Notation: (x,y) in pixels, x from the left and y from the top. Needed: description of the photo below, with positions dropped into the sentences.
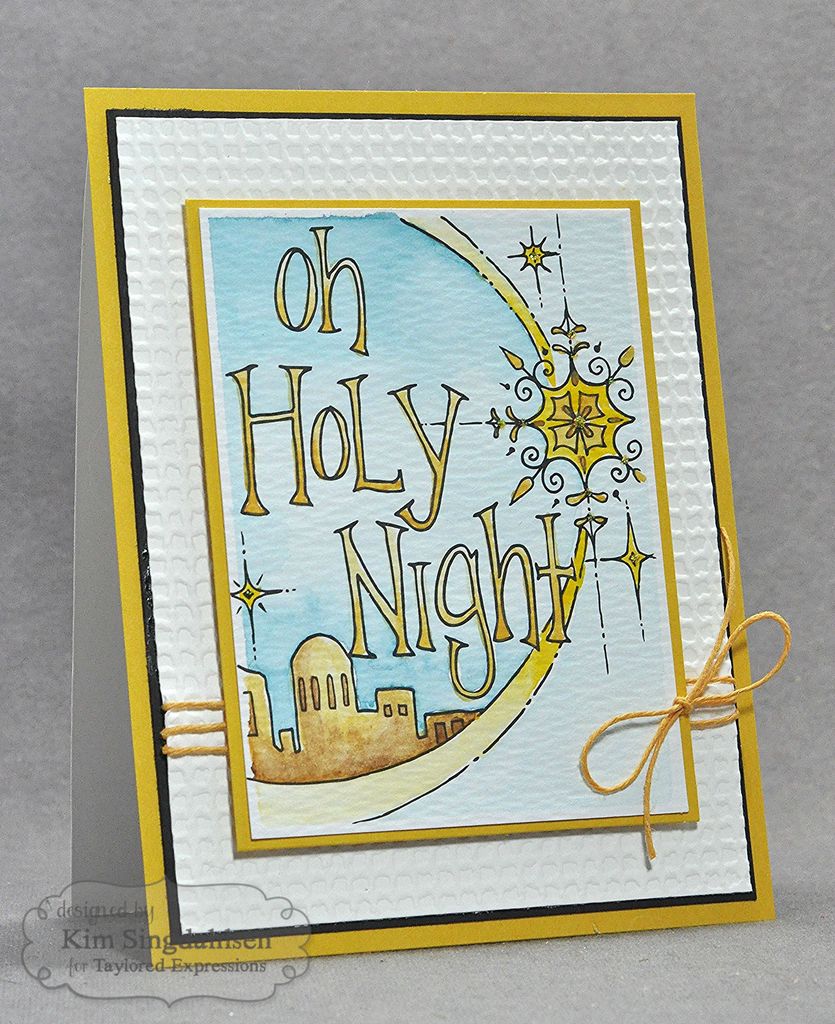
In this picture I can see a card (660,677) with a thread (708,676), there is drawing (448,218) on the card (419,798), and there is a watermark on the image.
